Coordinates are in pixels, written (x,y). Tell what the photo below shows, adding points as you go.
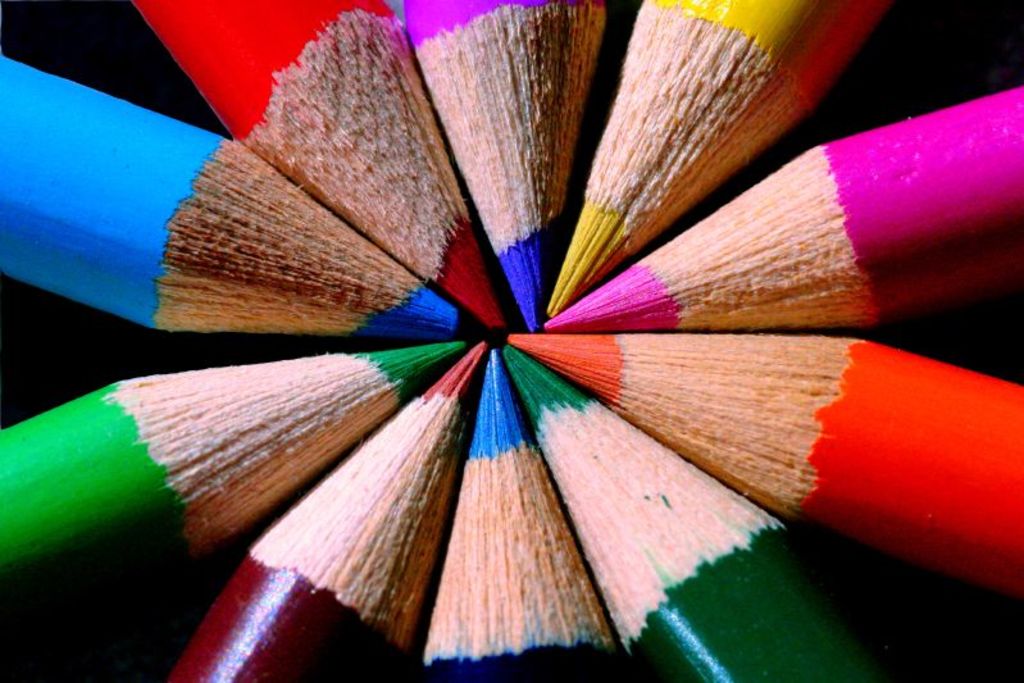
In the image we can see color pencils (604,466) arranged in circular shape and the background (116,74) is dark.
